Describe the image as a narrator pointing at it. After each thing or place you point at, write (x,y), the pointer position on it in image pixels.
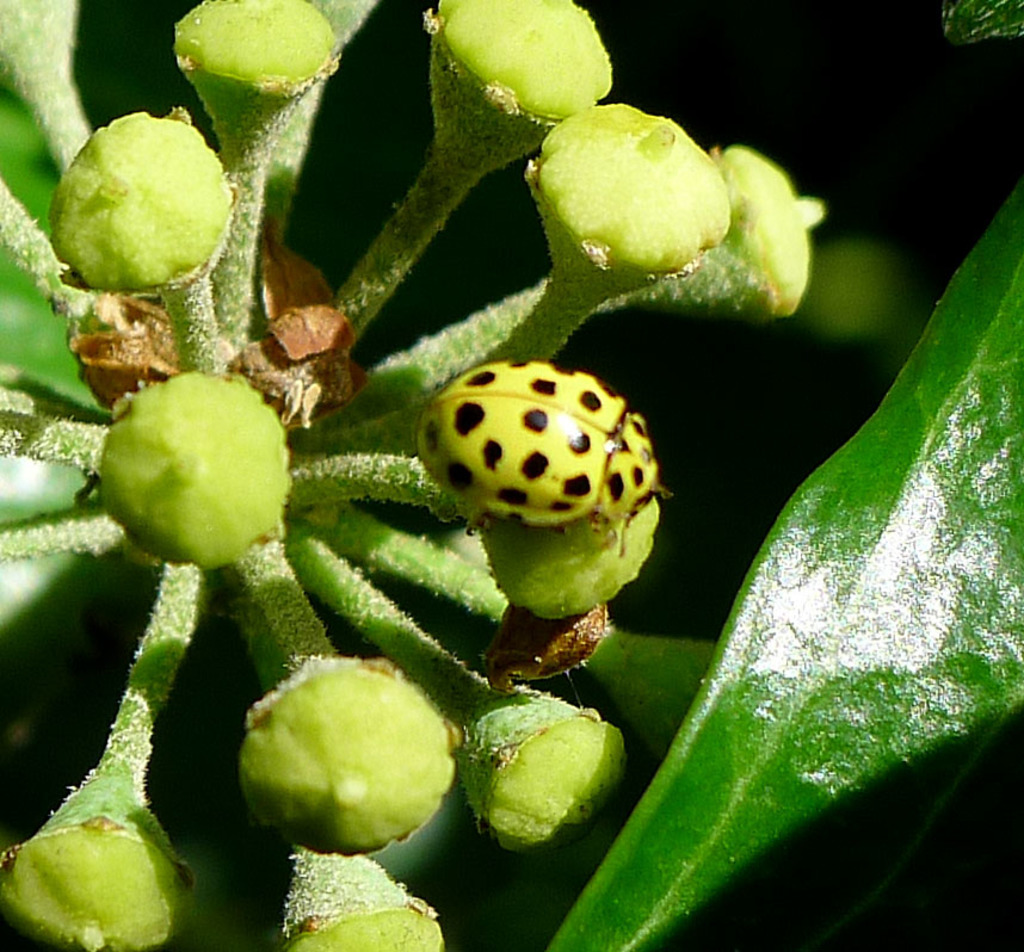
In the center of the image (584,461), we can see a bug (572,448) on the plant (405,554).
